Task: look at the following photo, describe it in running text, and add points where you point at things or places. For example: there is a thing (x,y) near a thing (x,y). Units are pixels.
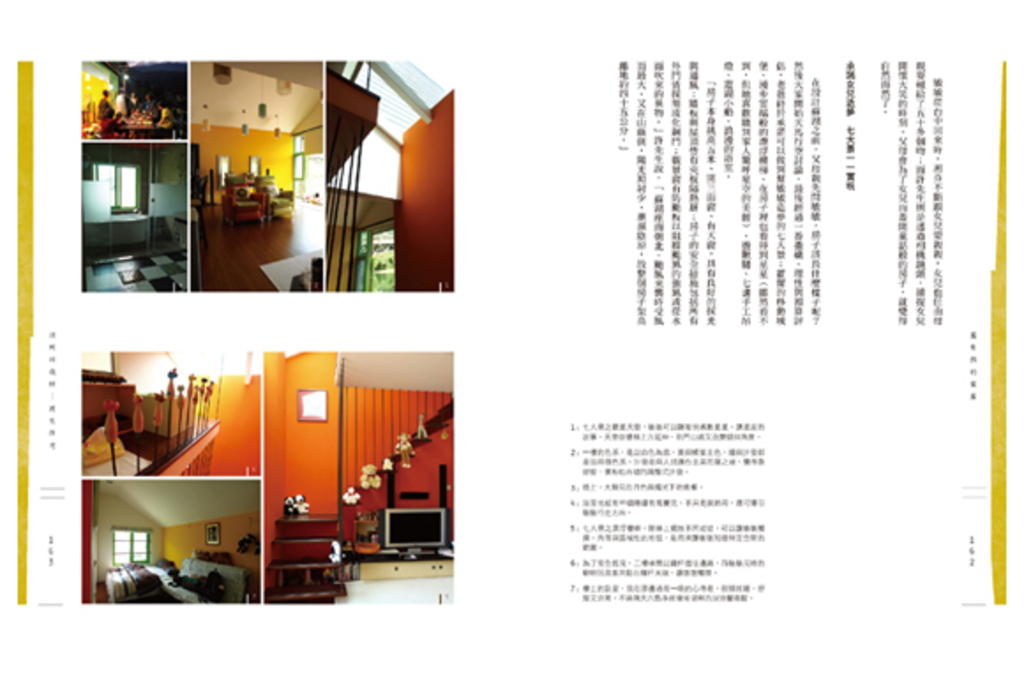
This is a screen (755,470) having images (283,422) and texts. In these images (429,519), we can see there are persons (115,113), furniture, windows (379,257), a television (407,532), photo frames (301,417) and other objects (146,213). And the background of this screen (645,137) is white in color.
